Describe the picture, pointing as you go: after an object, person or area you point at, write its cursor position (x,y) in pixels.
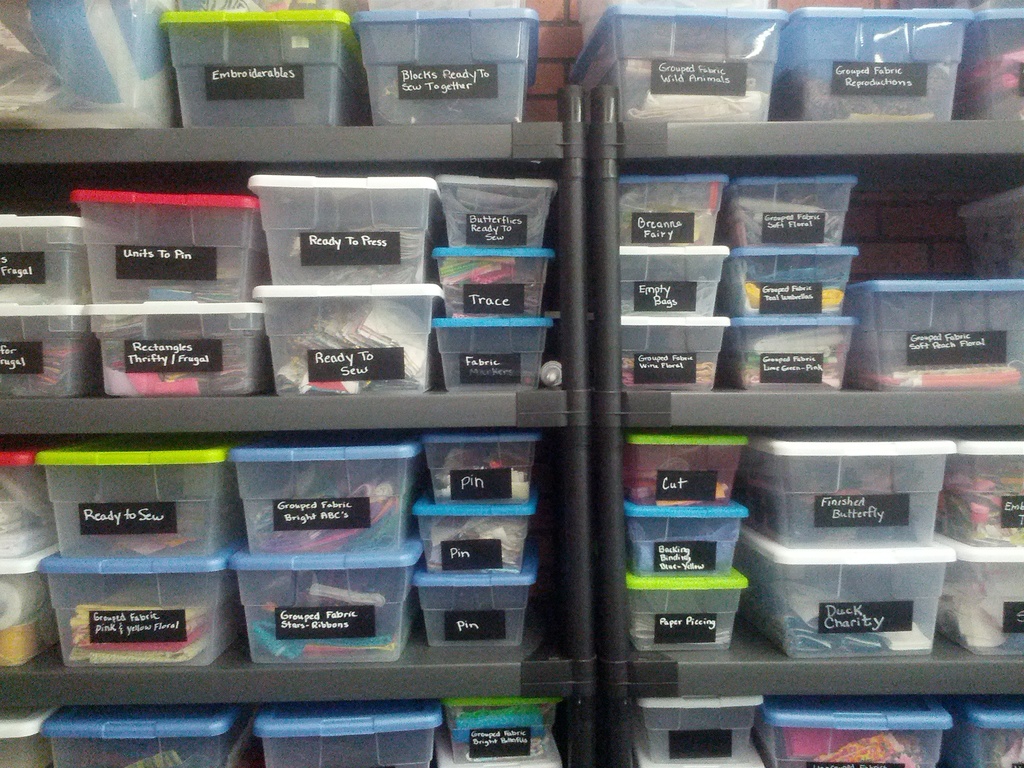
The picture consists of shelves (373,139), in the shelves (314,416) there are boxes (374,705) of different colors. On the boxes (346,331) there are papers (362,369) stuck.
